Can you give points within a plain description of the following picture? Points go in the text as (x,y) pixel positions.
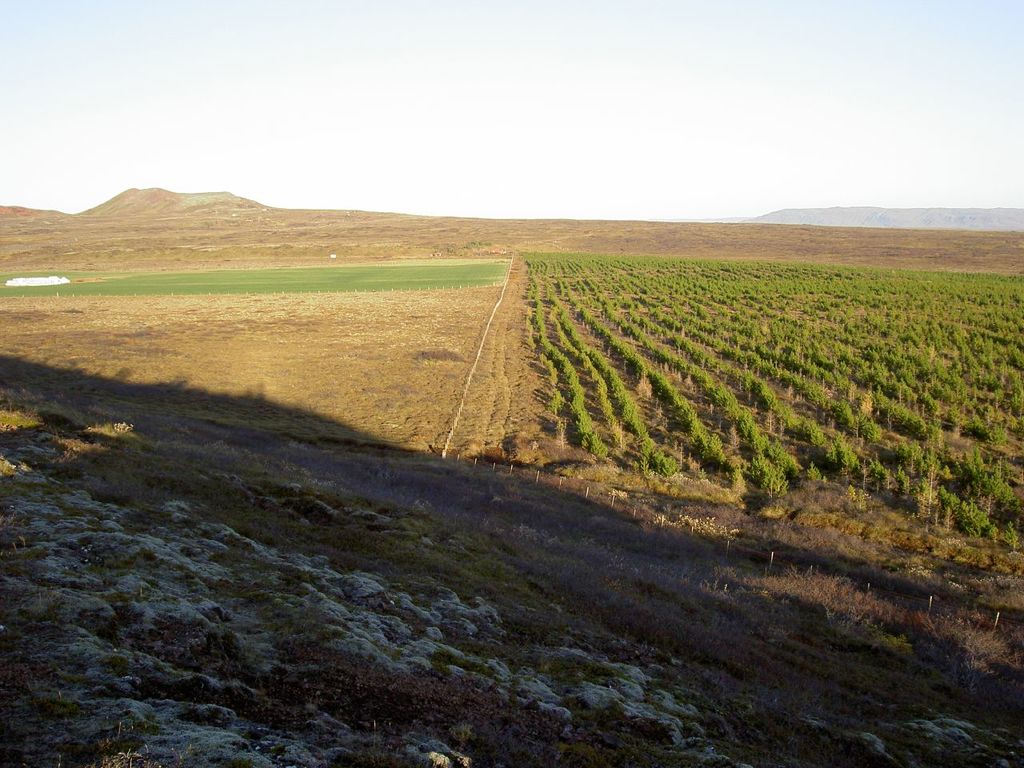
In this image there are fields (505,438), in that fields (654,428) there are plants (836,319), in the background (233,196) there are hills (966,226) and the sky (779,129).
